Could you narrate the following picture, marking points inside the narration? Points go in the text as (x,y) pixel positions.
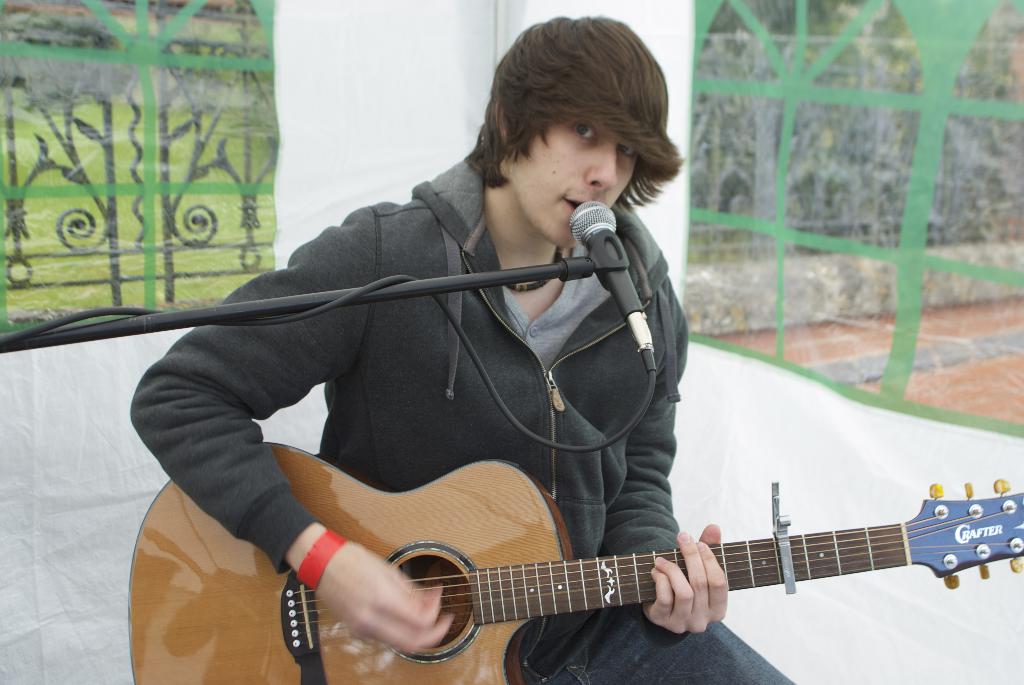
in this image a person (489,194) is holding the guitar (465,614) and singing the song in front of the mike (596,244) and sitting on the chair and background (798,658) is white.
